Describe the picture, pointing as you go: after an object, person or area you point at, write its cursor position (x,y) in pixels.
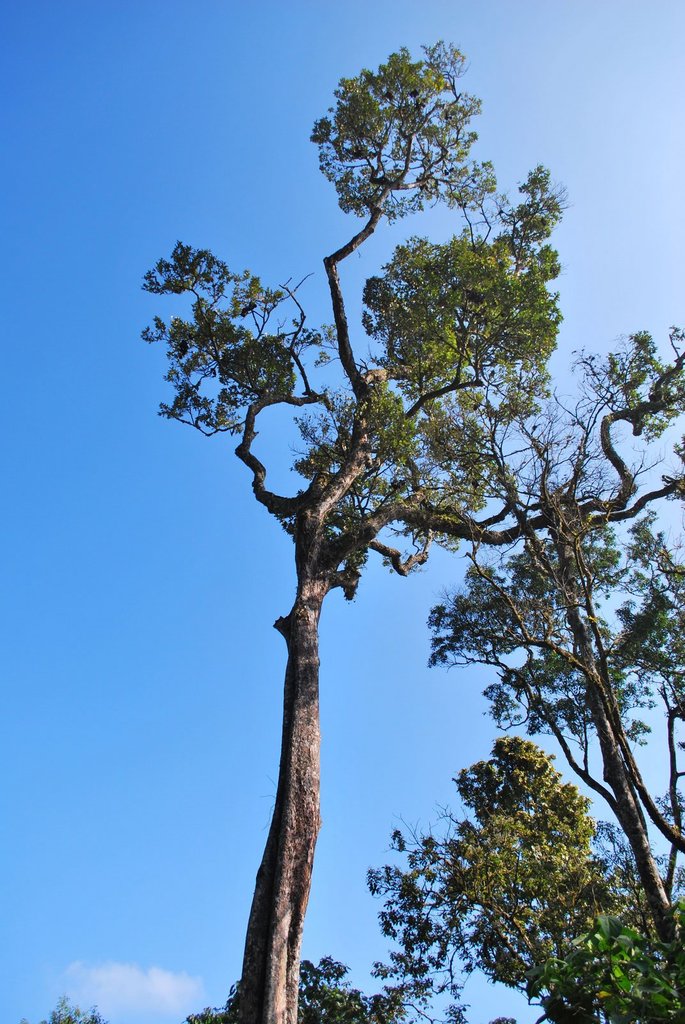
In this picture I can see trees (493,301), and in the background (42,957) there is sky (342,638).
